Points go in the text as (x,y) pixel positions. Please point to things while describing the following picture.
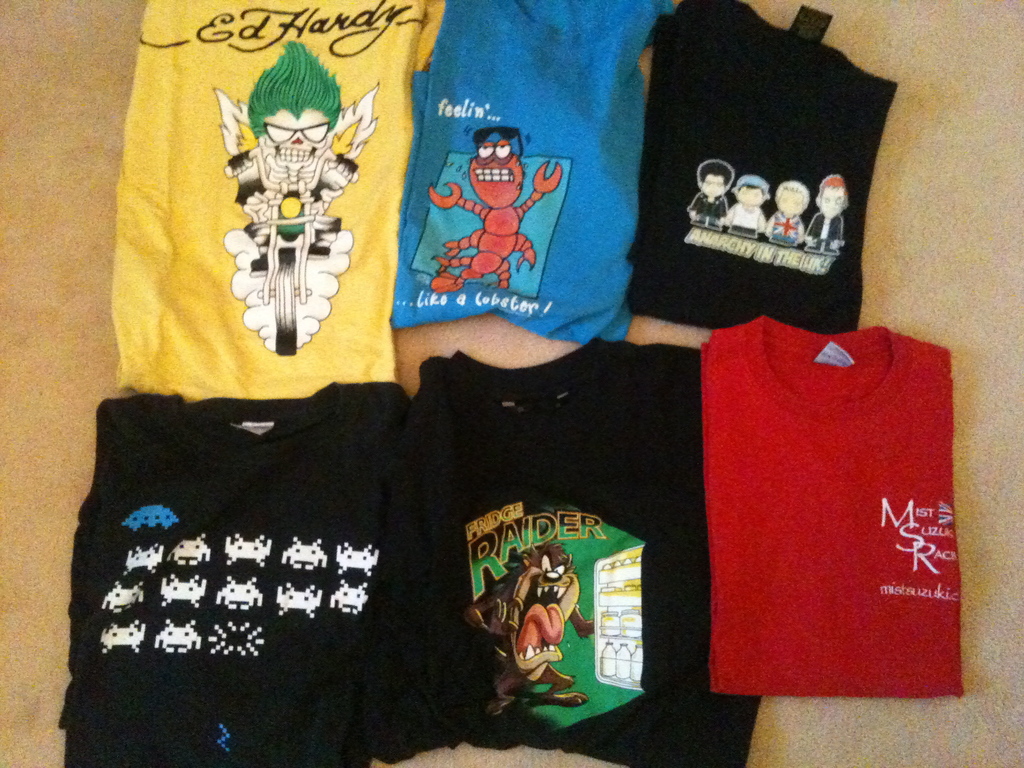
The picture consists of t-shirts (451,237) of different colors. On the t-shirts (426,239) there are different images (540,610).
